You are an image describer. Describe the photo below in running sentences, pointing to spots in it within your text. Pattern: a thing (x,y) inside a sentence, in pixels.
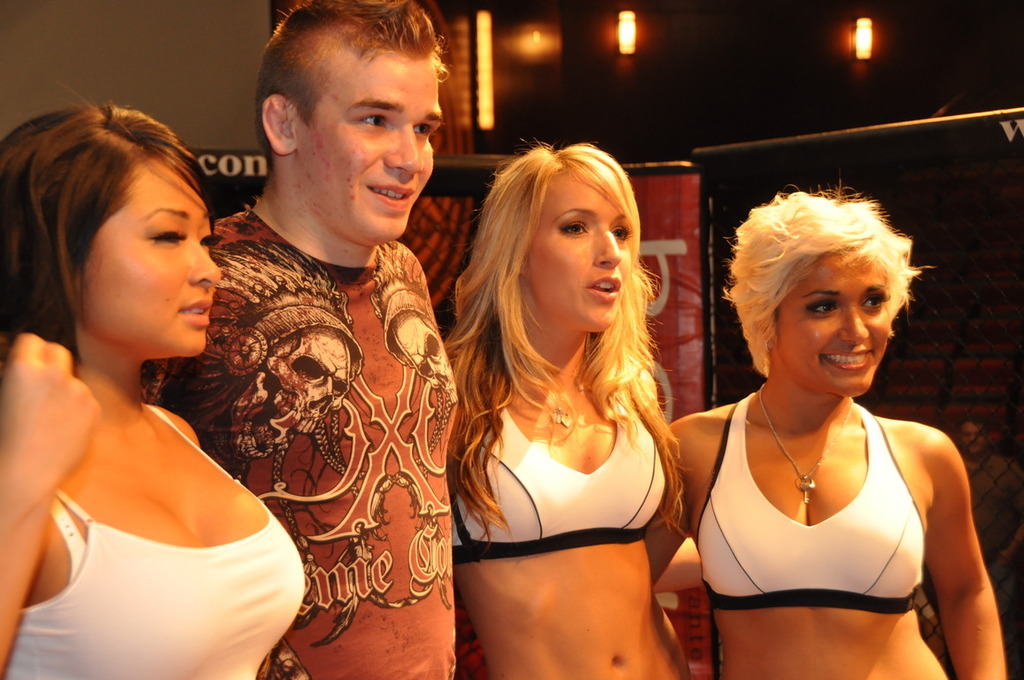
In this image we can see three women (475,526) and a person (268,425) wearing T-shirt (387,667) are standing and smiling. In the background (845,128), we can see boards (926,146) and lights (874,29) on the wall (650,47).
